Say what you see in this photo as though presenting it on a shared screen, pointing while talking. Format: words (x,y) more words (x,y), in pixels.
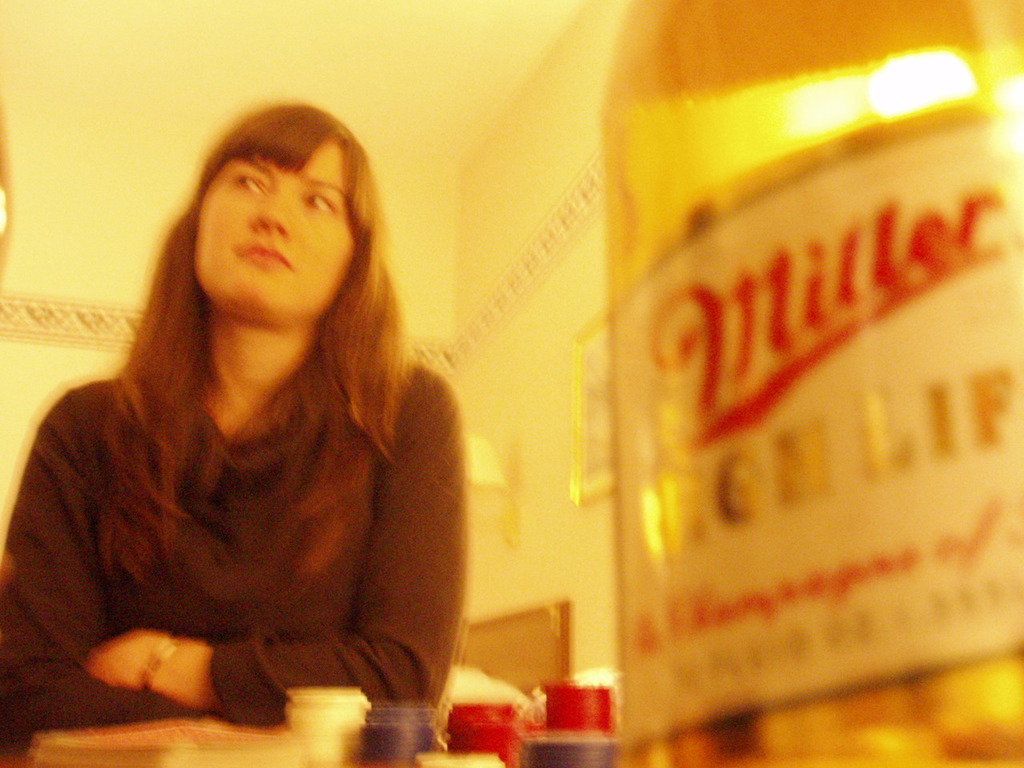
In this picture there is a woman (331,564) sitting on chair (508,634). In front of her there is a table (264,754) and on it there is a book (162,760) and poker chips (432,744). To the right corner of the image (872,584) there is a bottle (841,706) and a label (783,372) is sticked on it. In the background (520,279) there is wall (491,284).
